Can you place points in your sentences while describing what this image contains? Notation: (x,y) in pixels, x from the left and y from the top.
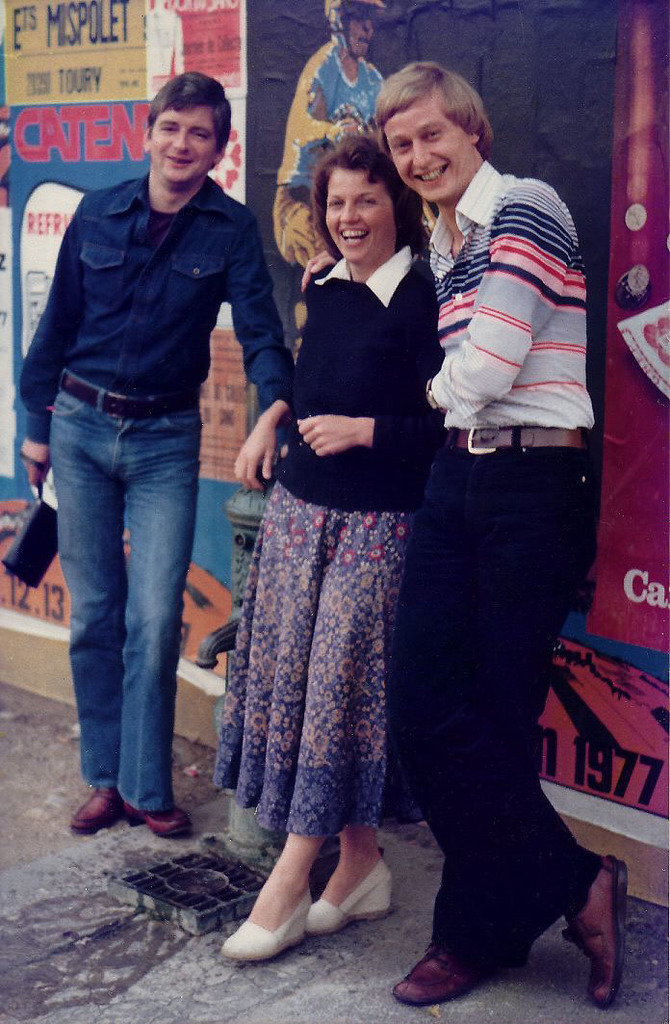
In this image we can see one woman (312,411) and two men (480,674) are standing and smiling. Woman (380,219) is wearing blue color dress (338,498), one man (256,436) is wearing blue shirt (166,310) with jeans (146,476) and the other one white t-shirt (515,348) with black pant (480,642). Behind wall (174,53) is there, on wall (602,824) posters (637,685) are pasted.
